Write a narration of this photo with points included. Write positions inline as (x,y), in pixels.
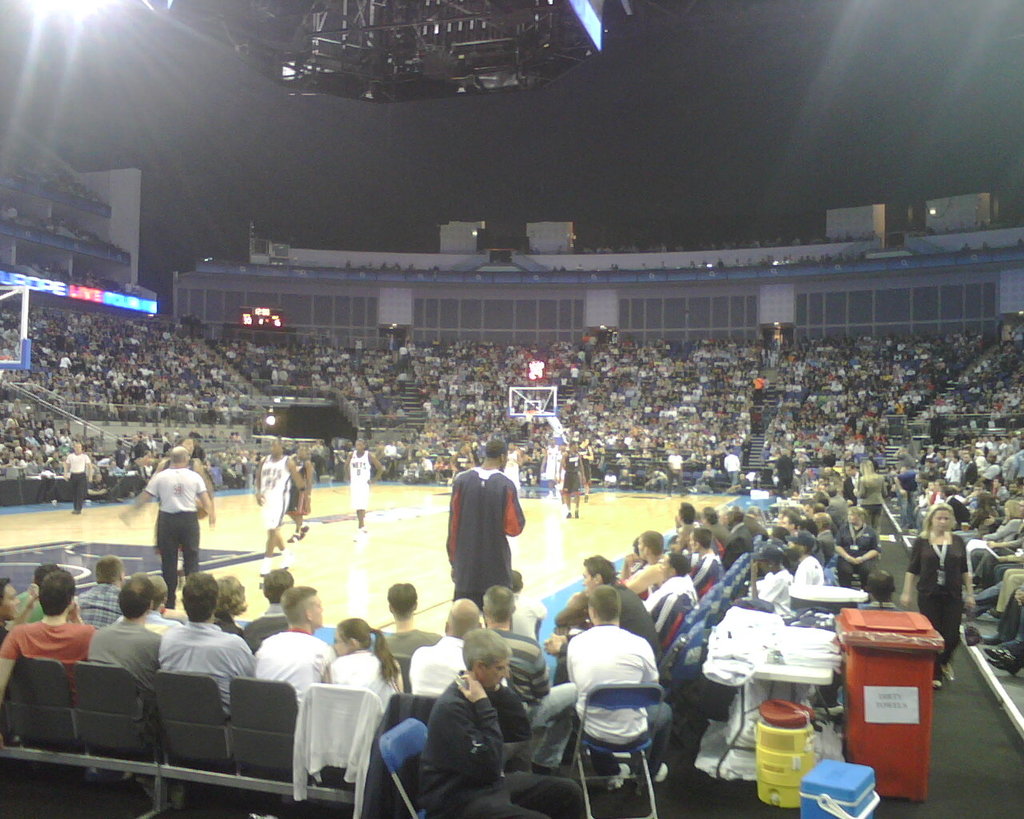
In this image there are players (521,529) playing basket ball, around them there are people (863,419) sitting on chairs (702,635) and there is a dustbin (846,657) and a table (827,666), on that table (787,639) there are few items (763,646).
